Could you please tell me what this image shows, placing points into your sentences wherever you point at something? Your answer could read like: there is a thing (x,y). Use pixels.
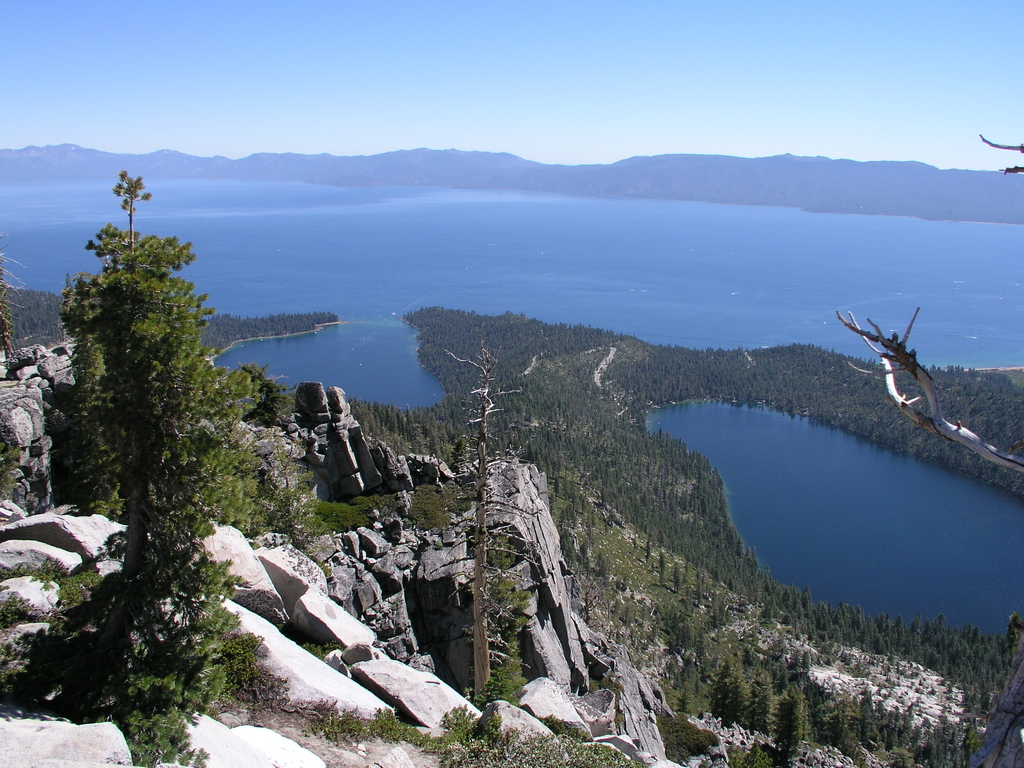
In this image, we can see some trees (722,708) and plants (560,740). There is a lake (454,241) in between hills (412,627). At the top of the image (479,44), we can see the sky (412,75).
